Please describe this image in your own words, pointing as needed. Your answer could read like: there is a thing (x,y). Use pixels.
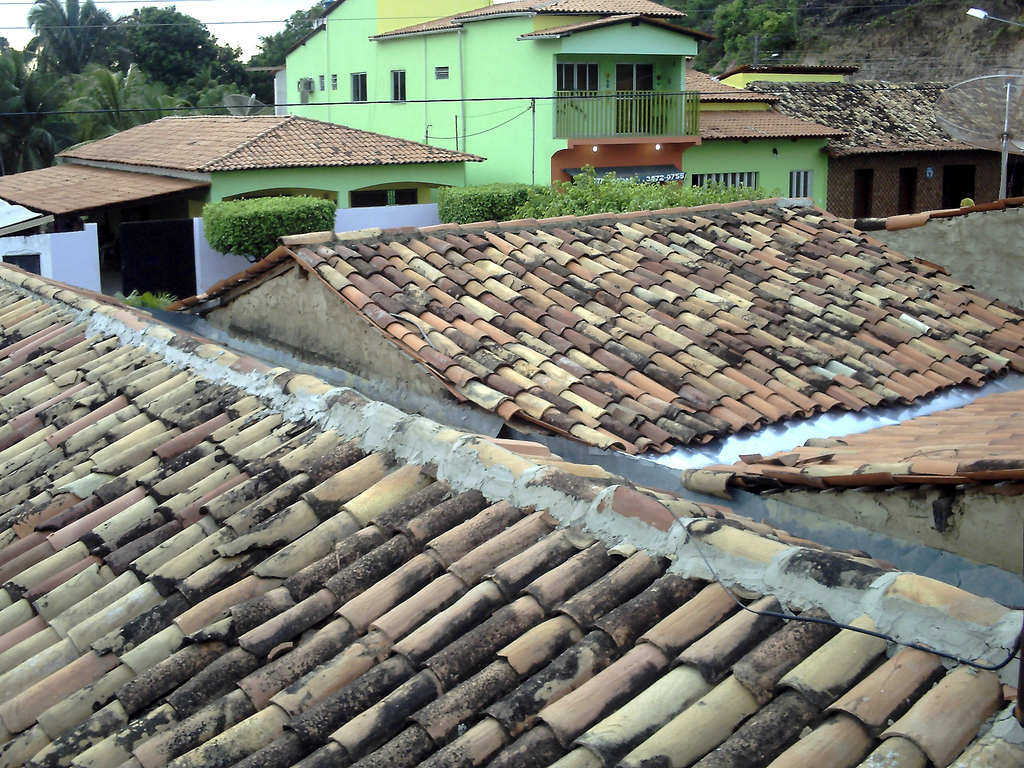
In this image we can see buildings (680,135), roof (627,365), railing (653,119) to the building (606,128), light (596,150), few trees (272,210) and the sky (256,30) in the background (272,23).
